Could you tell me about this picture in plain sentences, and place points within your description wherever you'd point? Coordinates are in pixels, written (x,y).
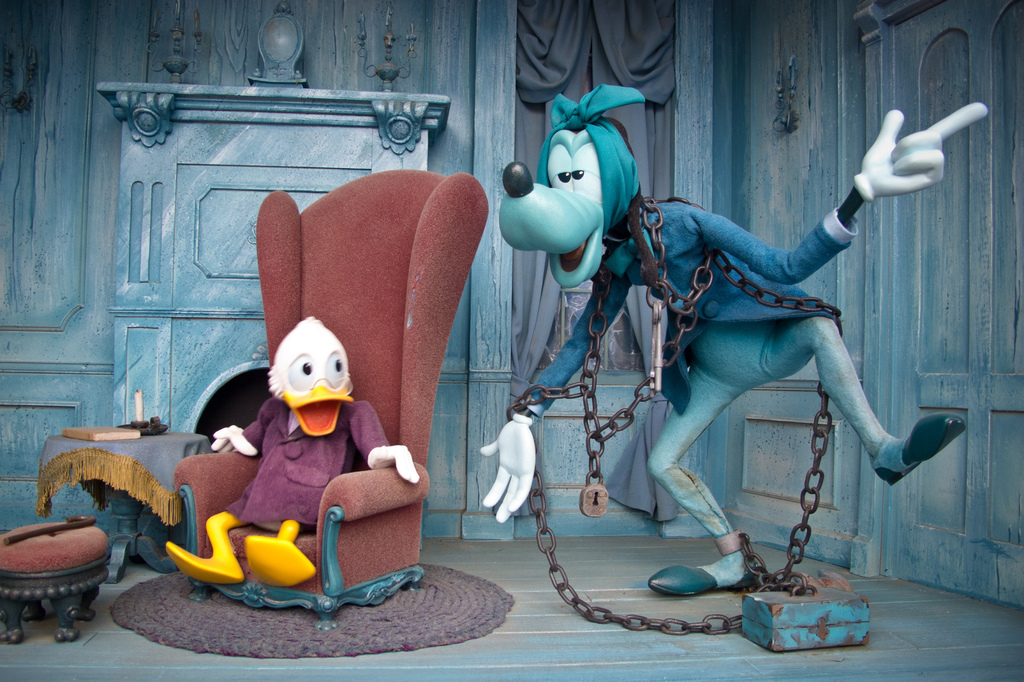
In this picture we can see a photograph of the cartoon (571,208). In the front (338,416) there is a Scrooge McDuck (358,415) sitting on the red chair (387,394). Beside there is a cartoon dog (697,307) with chains (729,279). In the background (643,56) we can see the wall (507,102) and curtains (559,60).
